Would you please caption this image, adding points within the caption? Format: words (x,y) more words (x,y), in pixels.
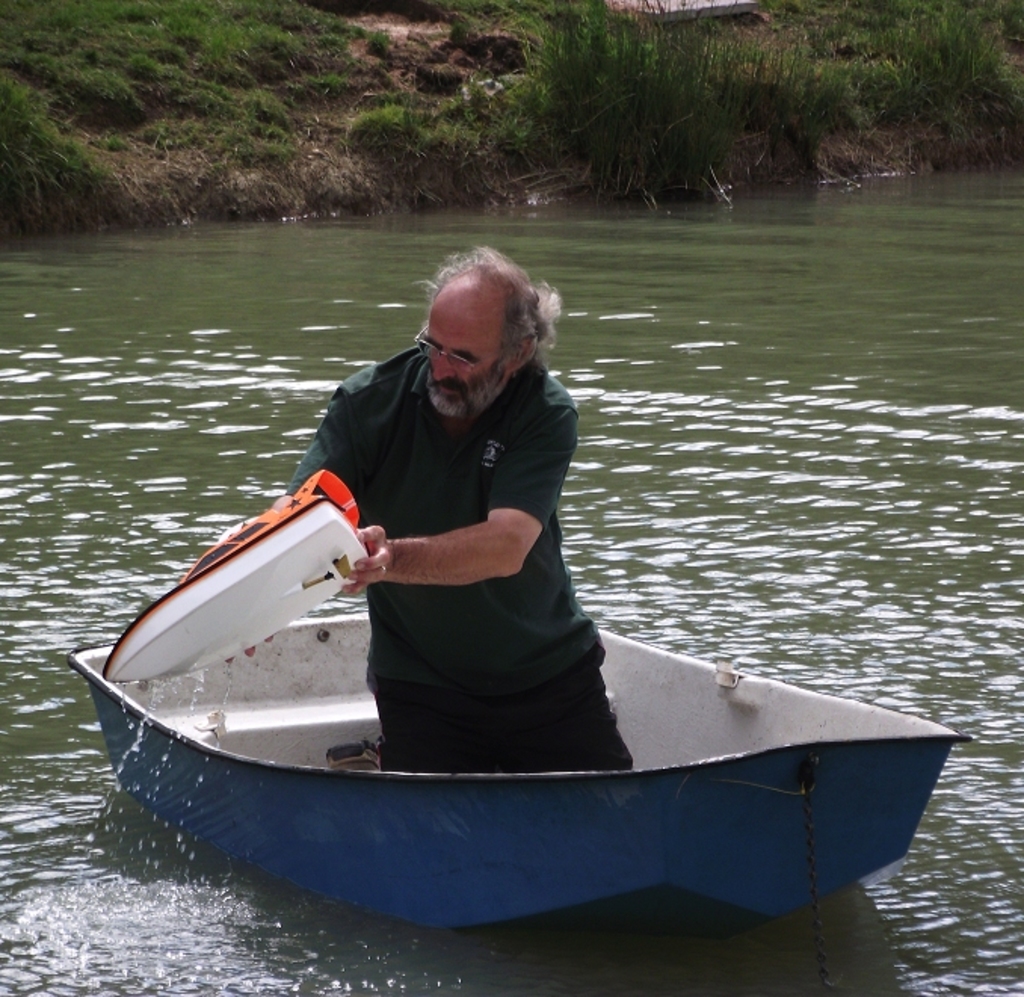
In this image there is one person (476,586) is in the boat (312,632) and there is a river (748,244) in the background (648,603). The person (503,586) is holding an object (257,588) which is in white color and there are some plants (500,131) and some grass (273,133) at top of this image (592,112).
